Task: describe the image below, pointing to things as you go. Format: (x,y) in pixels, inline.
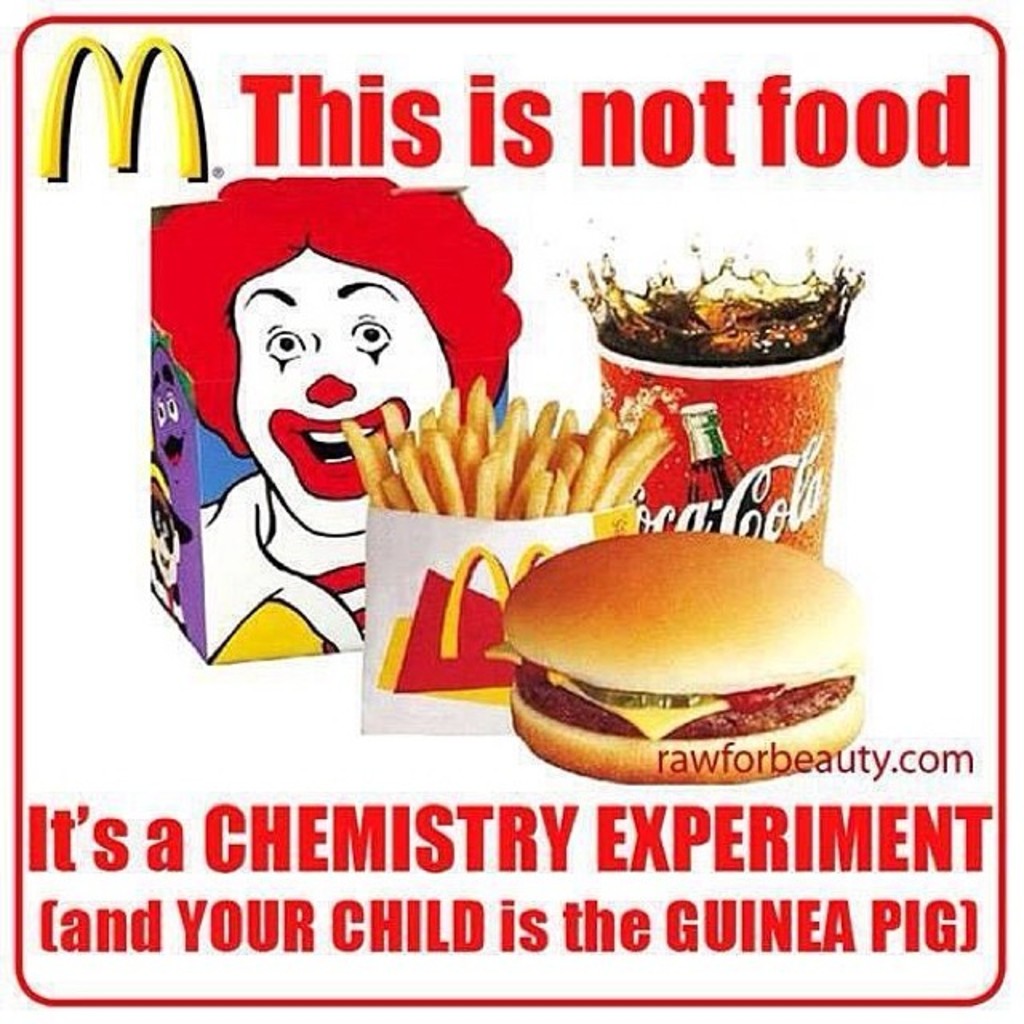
In this image we can see a poster (643,593). There is something written on this. Also there is a burger (664,670), glass (741,433) with a drink (710,343), french fries (478,494) in a packet (424,604). Also there is an animated image (294,374).
